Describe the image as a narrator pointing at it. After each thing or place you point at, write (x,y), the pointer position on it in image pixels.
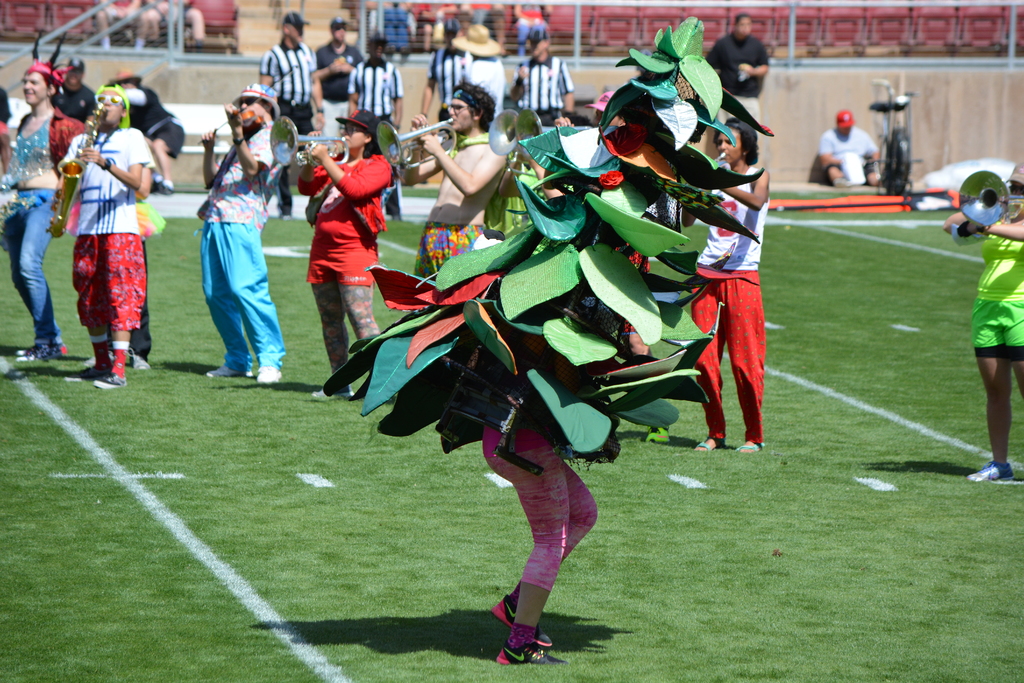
In the center of the image (358,232) we can see people (461,169) standing and holding musical instruments (392,138). At the bottom (495,456) there is a person (534,476) wearing a costume (581,273). In the background (928,33) there are seats (644,41) and we can see people (388,44) sitting in the seats (513,26) and some of them are standing. There is a mesh (413,18).
